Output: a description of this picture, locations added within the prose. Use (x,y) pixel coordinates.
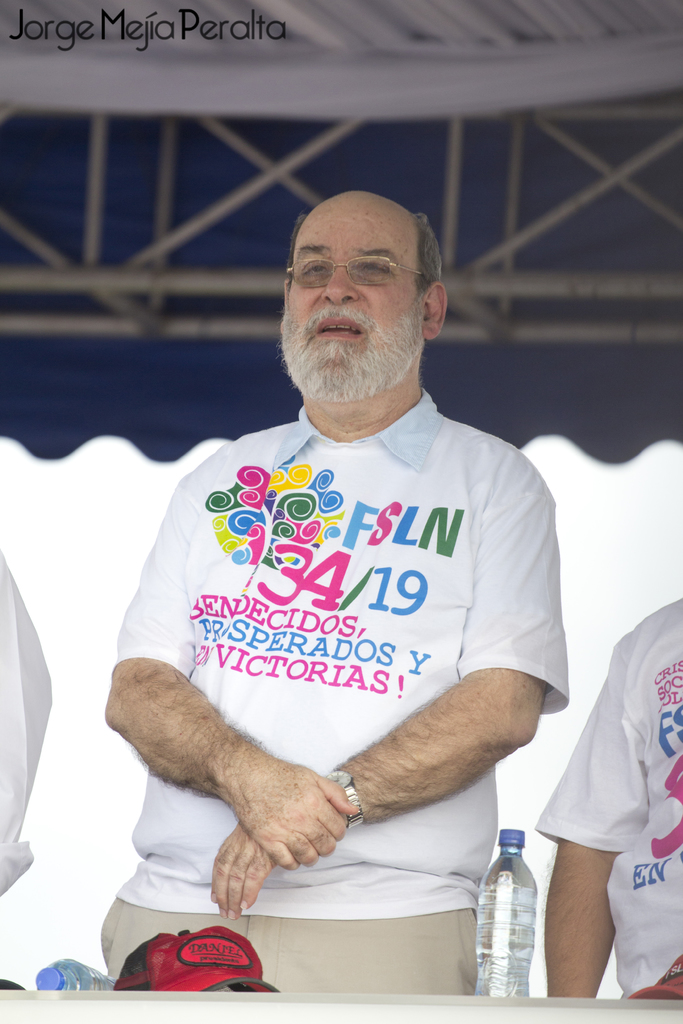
In this picture there are three persons (490,733) standing. The man (441,758) in the center (397,618) is wearing a watch (356,792), spectacles (374,267) and a white T-shirt (458,567) with colorful text (296,636) on it. In front of them there is a table (374,1003) and on it there are bottles (477,956) and a red cap (220,970). To the top of the image (152,207) there is roof (387,141). To the top left corner of the image (114,28) there is text (142,35).
